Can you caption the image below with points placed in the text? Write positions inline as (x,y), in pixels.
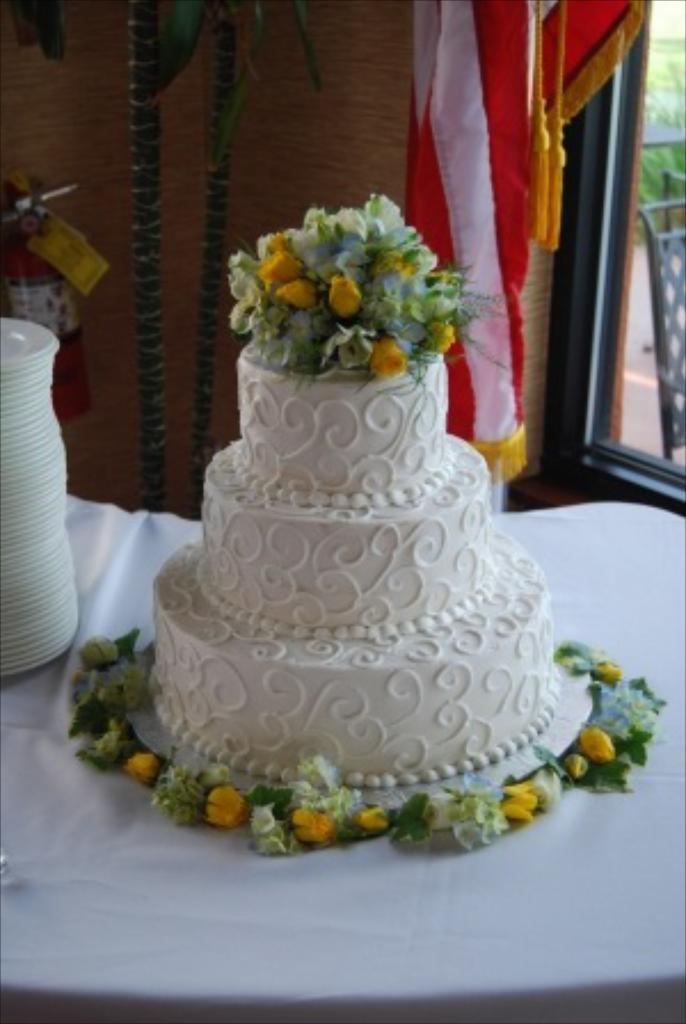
In the center of the image (358,456) there is a cake (253,576) with flowers (133,761) on the white color table (416,882). There are plates (29,519). In the background of the image (345,106) there is wall (199,82). There are plants (136,263). There is a fire extinguisher (90,281). To the right side of the image (631,245) there is a glass window (674,390).
